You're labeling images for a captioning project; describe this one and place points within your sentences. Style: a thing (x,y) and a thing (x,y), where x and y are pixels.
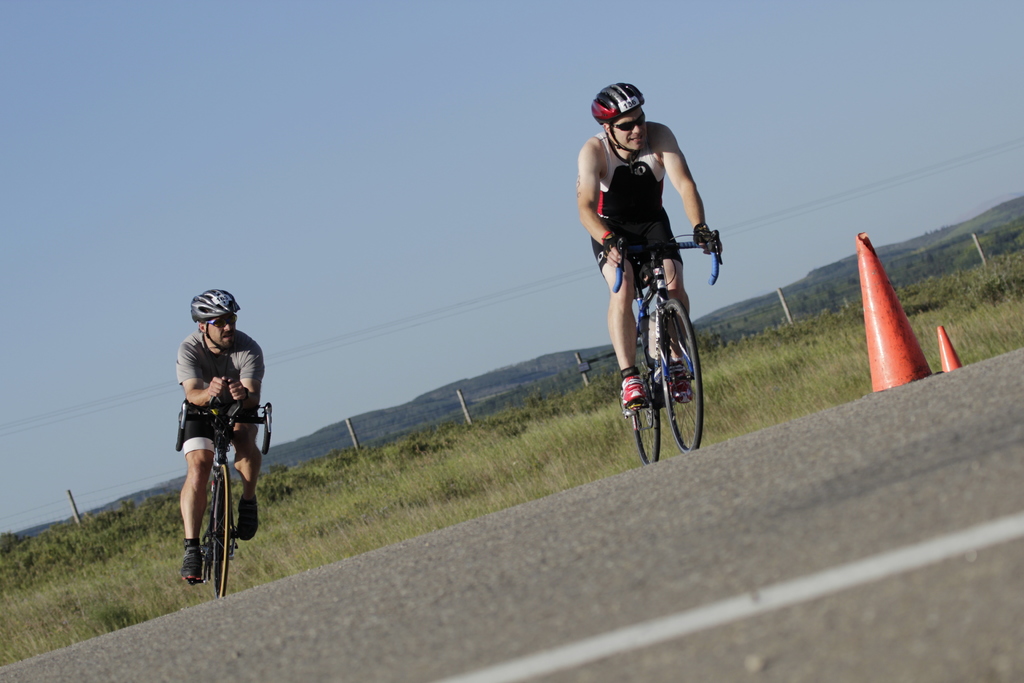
In this image there are two men (251,387) riding a bicycle (647,325), they are wearing a helmet (218,314), there is the road (577,592) towards the bottom of the image (382,638), there are objects (895,335) on the road (919,387), there are plants (801,336), there are poles (74,518), there are wires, there are mountains (547,367), there is the sky (577,93) towards the top of the image (321,89).
